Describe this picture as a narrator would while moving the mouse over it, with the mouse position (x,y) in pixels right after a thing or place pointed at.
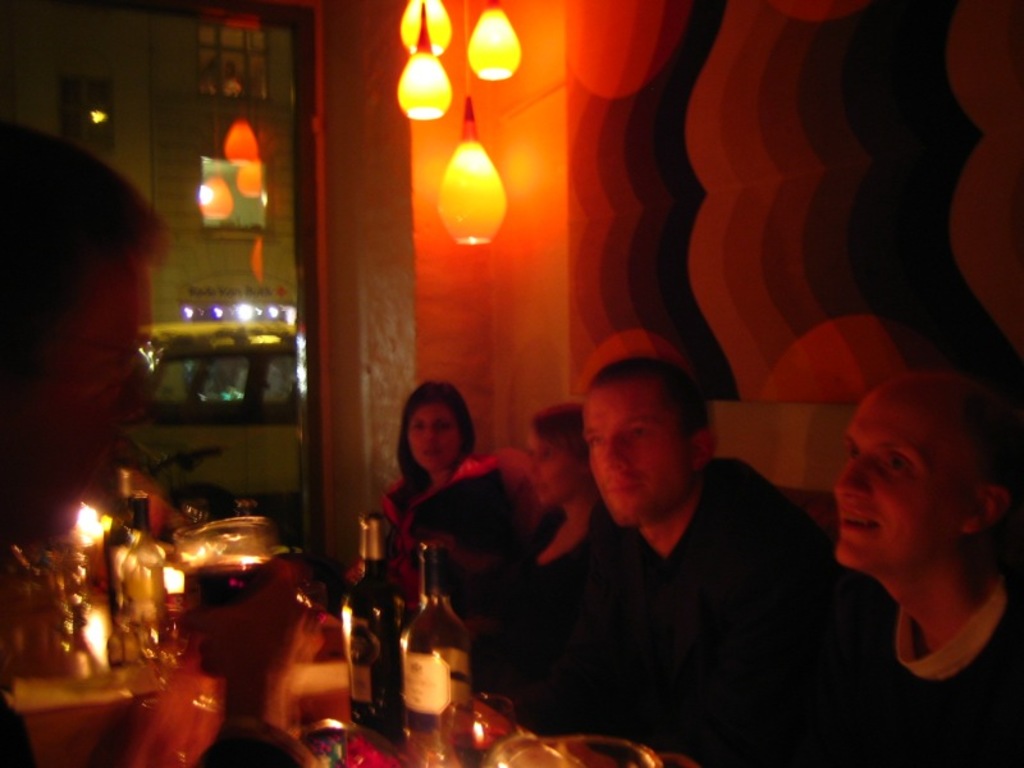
This picture shows few people (616,471) seated and we see bottles (448,664) And glasses (228,525) on the table (305,764) and we see lights (485,21) on the top of roof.
